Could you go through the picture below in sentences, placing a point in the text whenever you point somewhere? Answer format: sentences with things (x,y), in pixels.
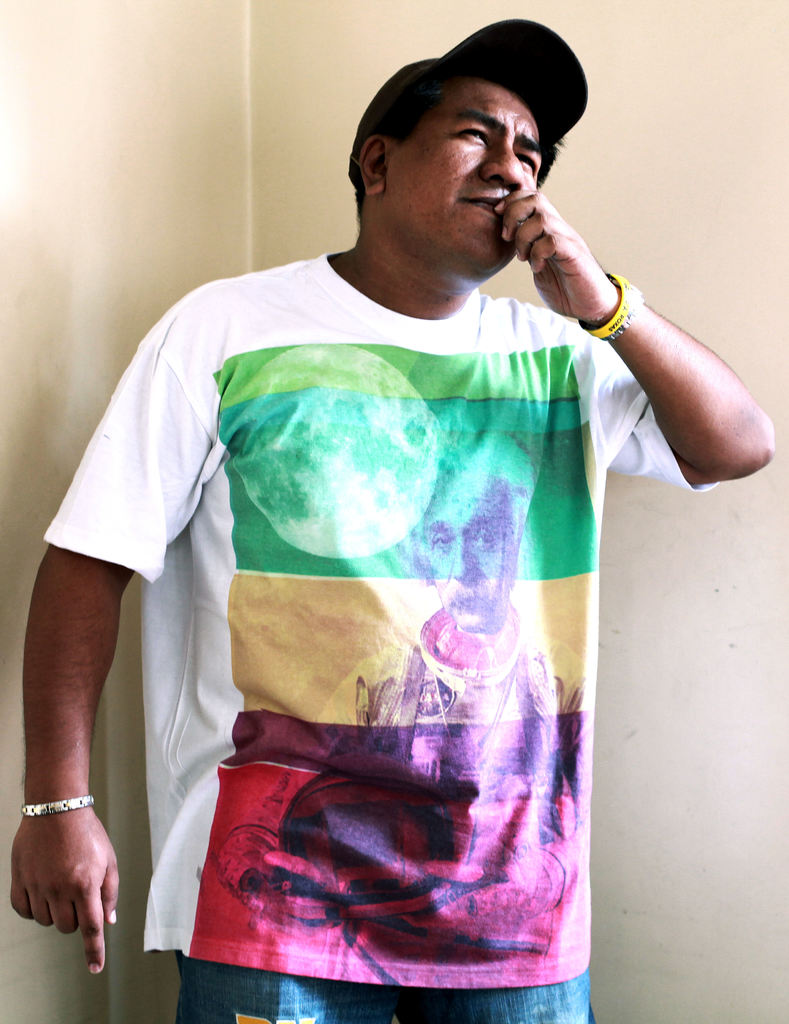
In this picture I can see there is a man (478,295) standing here and he is wearing a white t-shirt (429,570) and there are different colors on it, there is a picture (341,564) of a man (503,628) and a moon (305,494) and he is wearing a cap (579,111) and bracelets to his hands (511,226) and in the backdrop (233,132) there is a wall (197,217).
